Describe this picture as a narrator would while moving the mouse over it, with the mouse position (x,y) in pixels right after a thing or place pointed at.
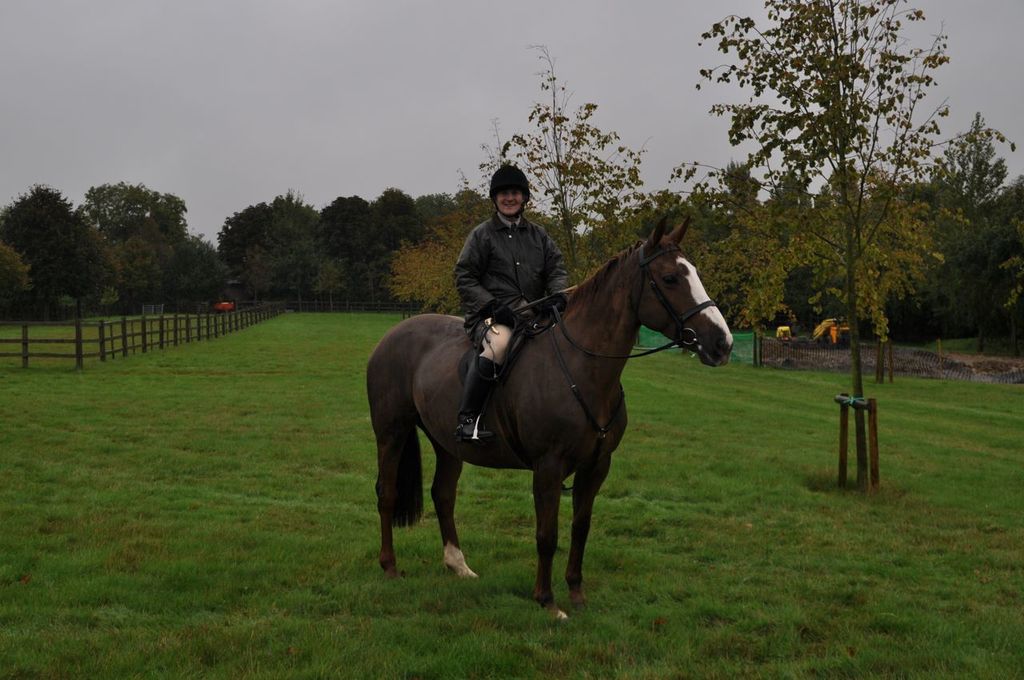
In this image, we can see a person (499,333) riding the horse (419,487). We can see the ground (213,512) with some grass (568,538) and a few objects (832,328). We can see the fence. There are a few trees (809,313). We can also see the sky (521,126).
